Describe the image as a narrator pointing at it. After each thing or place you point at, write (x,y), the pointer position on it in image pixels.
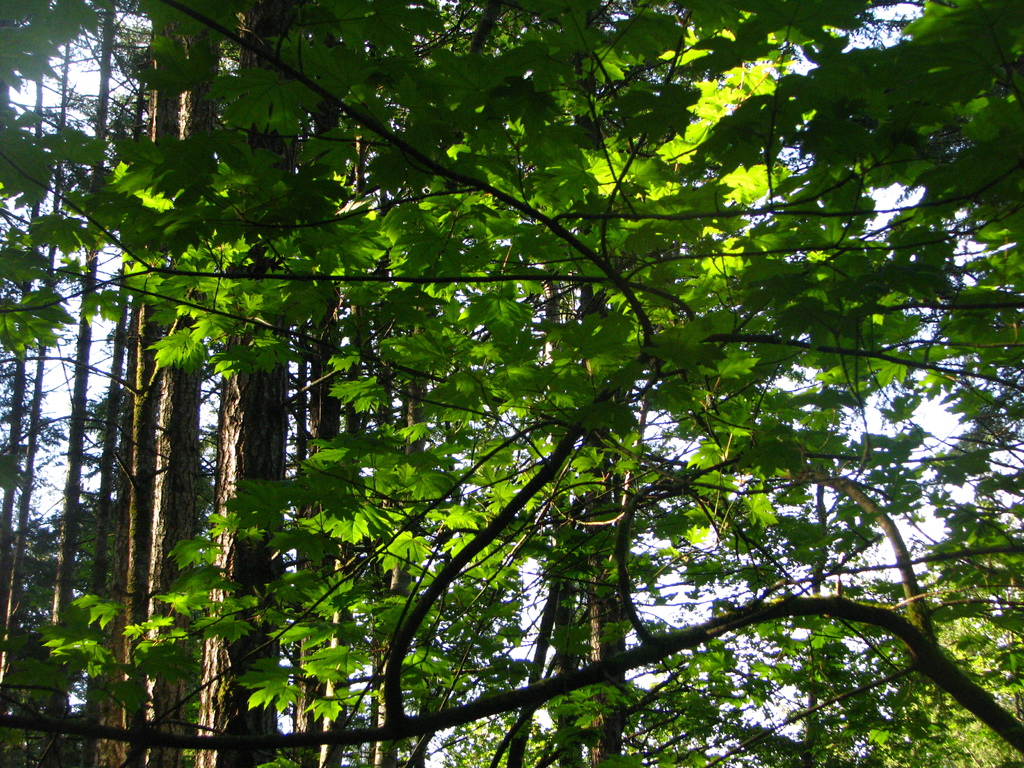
This picture is clicked outside. In the center (551,352) we can see the trees (626,361) and the sky (946,422).
